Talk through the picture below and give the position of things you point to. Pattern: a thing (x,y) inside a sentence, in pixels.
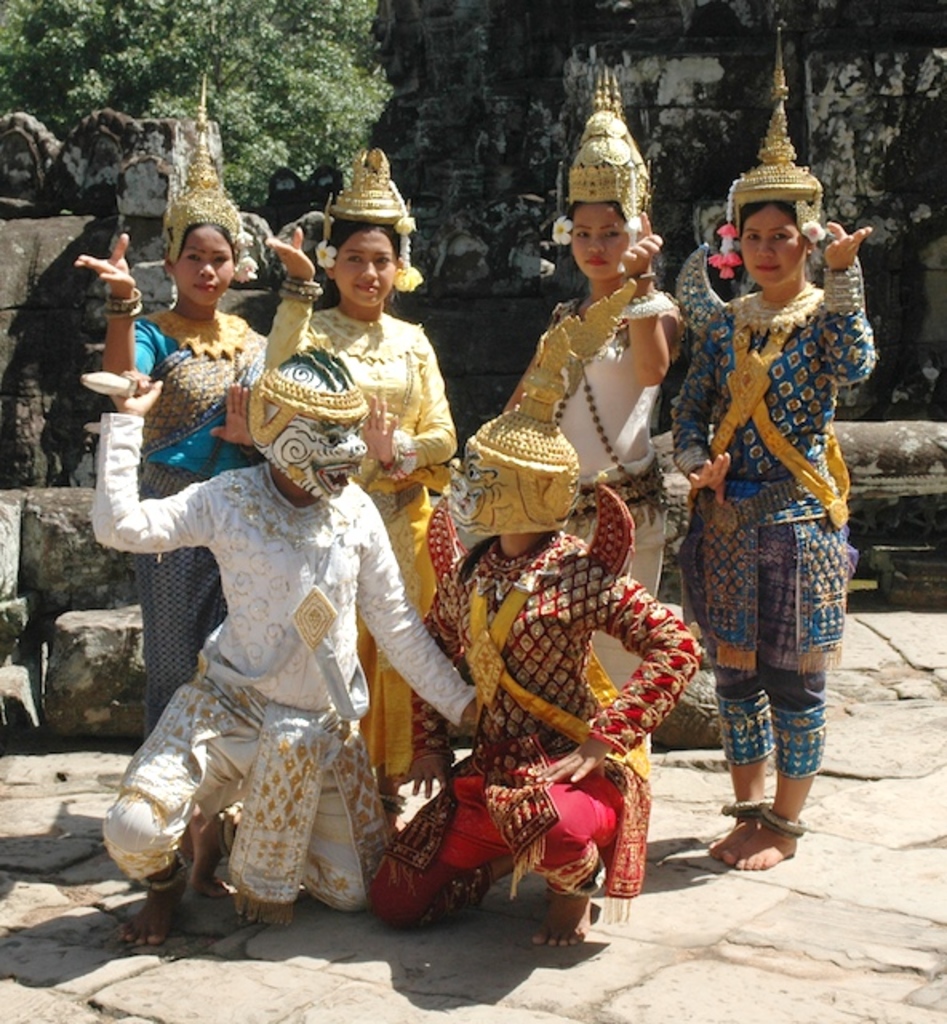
In the center of the image (531,375) there are two people (287,549) wearing mask (312,438). In the background of the image (402,575) there four ladies (660,310) standing. In the background of the image (881,275) there is wall (402,150). There is a tree (304,103). At the bottom of the image (464,969) there is floor (247,992).
